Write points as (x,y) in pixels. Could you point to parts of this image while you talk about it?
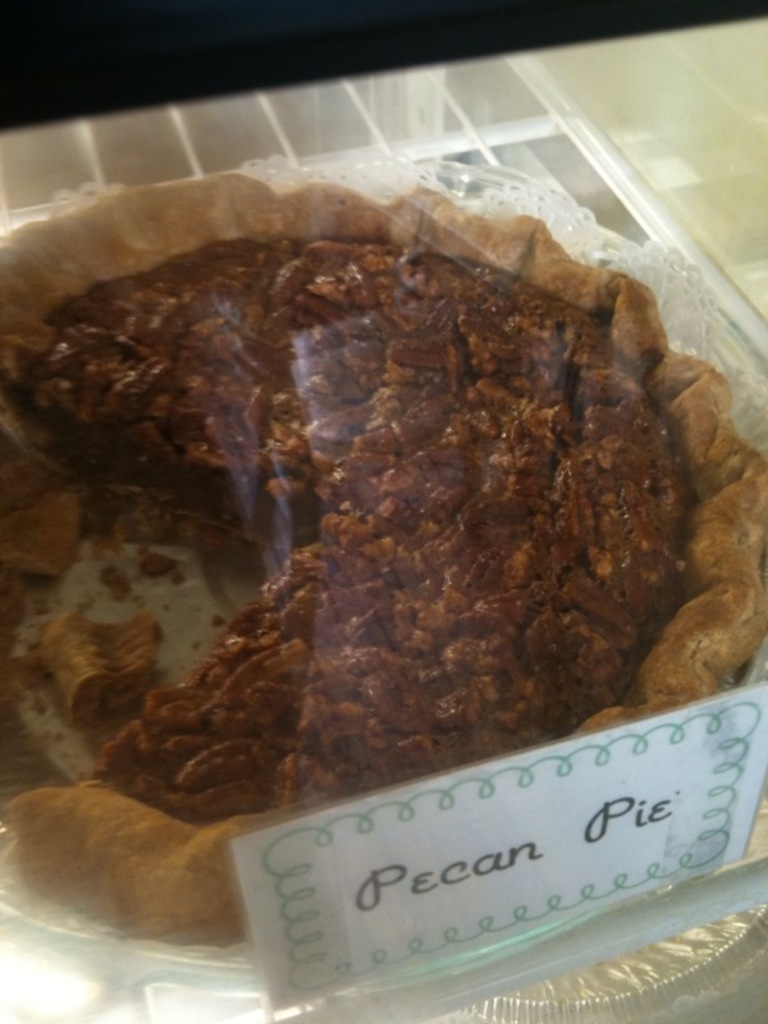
In this picture we can see a glass (618,937) in the front (575,887), there is a paper (583,889) pasted on the glass (613,928), from the glass (359,539) we can see pecan pie (410,409).
